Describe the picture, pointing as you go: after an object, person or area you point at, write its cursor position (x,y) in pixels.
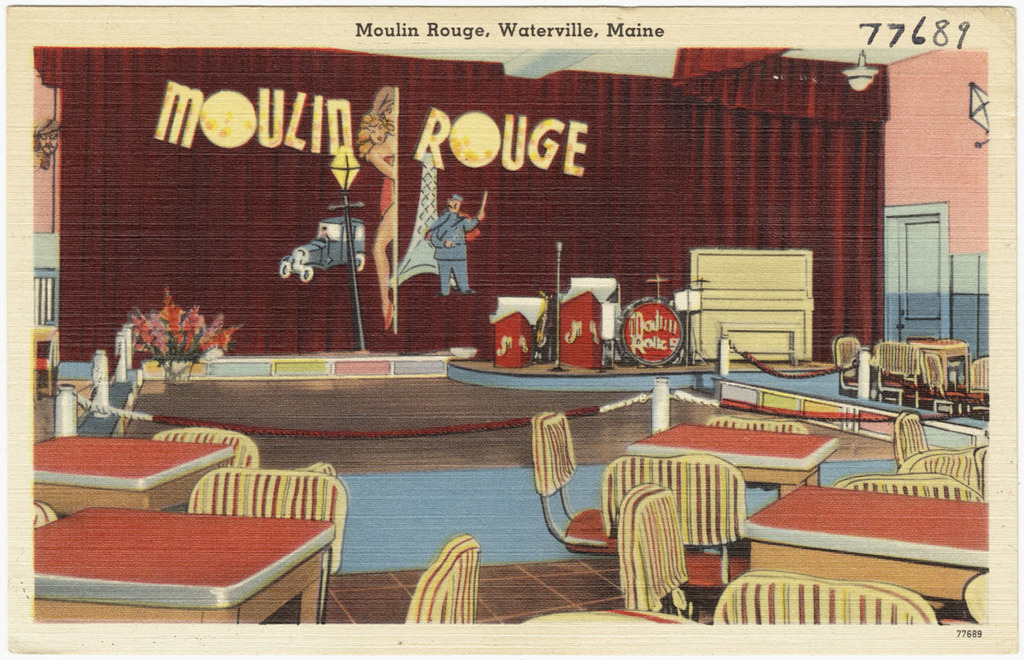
In this picture we can see tables (287,544), chairs (329,579), flower bouquet (184,345), chain (755,358), rods (667,395), and musical instruments (678,358). There is a mike (559,242) and this is curtain (591,175). This is floor (526,584) and there is a lamp (860,76). There is a door (933,252) and this is wall (931,173).
